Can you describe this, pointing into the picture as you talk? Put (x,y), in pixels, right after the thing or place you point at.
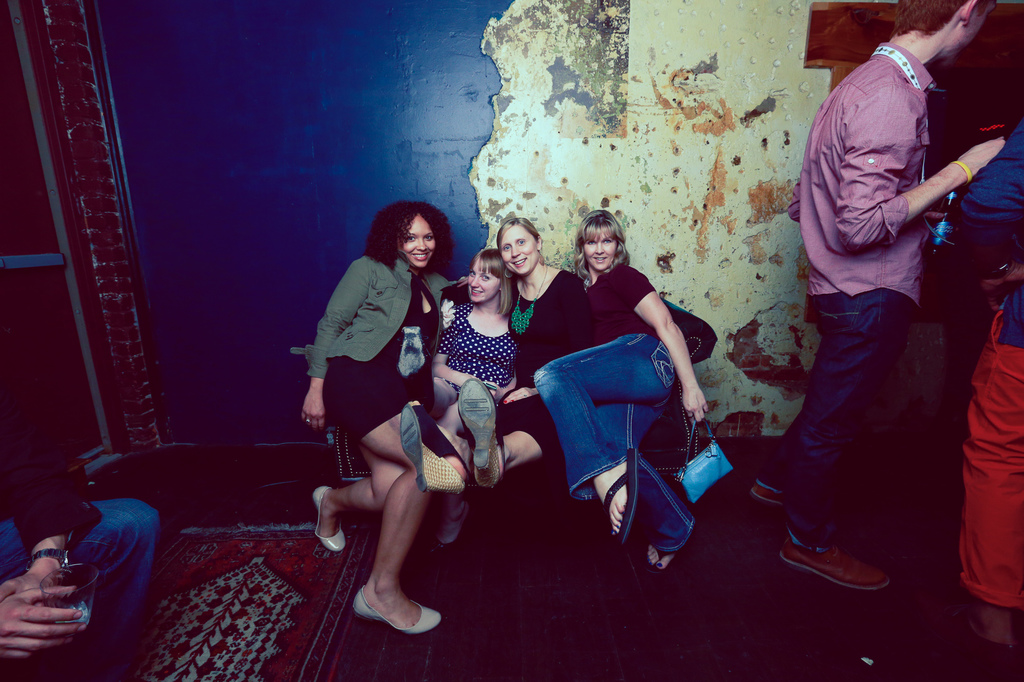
The picture is clicked in a room (43,73). In the center of the picture (678,368) there are four women (488,339) sitting on a couch (686,331). On the left (66,563) there is a man (103,517) sitting on the couch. On the right (989,435) there are two person (922,262) standing. In the background (465,85) it is wall (318,168).
